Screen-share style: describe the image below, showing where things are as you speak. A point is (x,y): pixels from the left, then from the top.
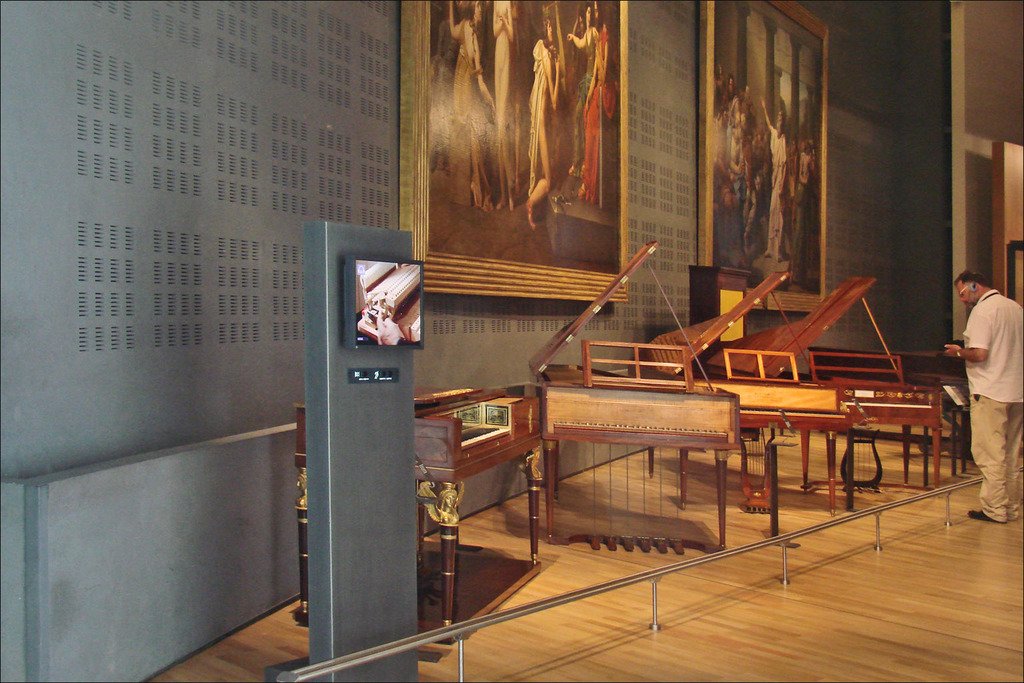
In this image we can see pianos (450,410). There is a man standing on the right side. These are photo frames (627,136) which are fixed to the wall (674,57).
